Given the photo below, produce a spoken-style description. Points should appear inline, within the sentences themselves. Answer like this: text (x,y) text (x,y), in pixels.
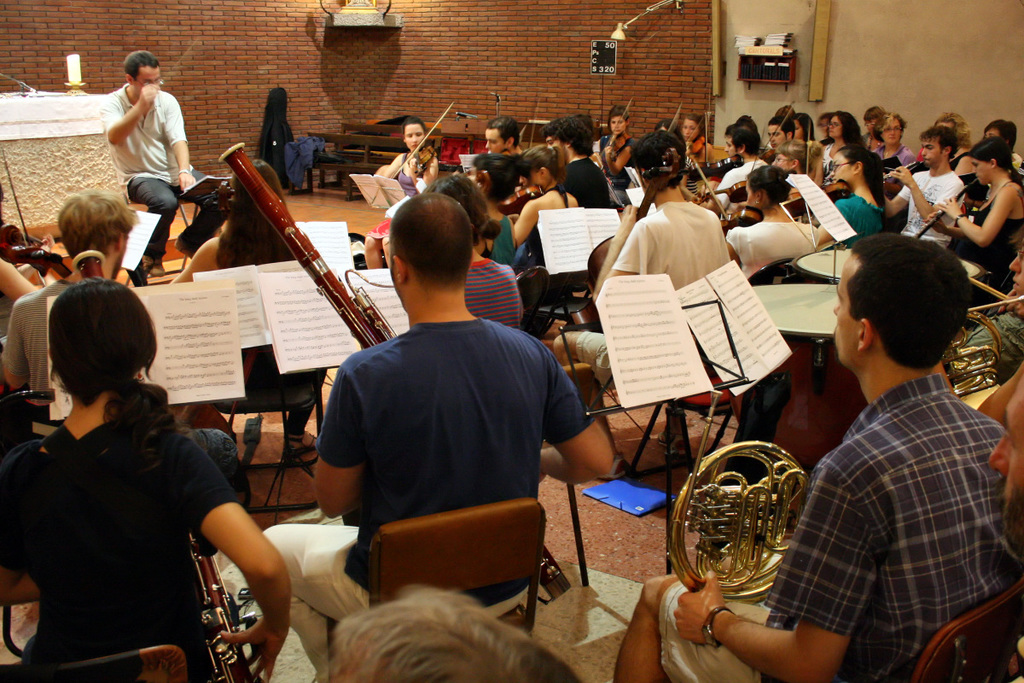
In this picture I can see there are a few people (590,457) sitting on the chairs (469,535) and they are playing musical instruments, they have books (292,345) in front of them and there is a book stand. There is a person (138,122) sitting at the left side (188,133) and in the backdrop (272,48) there is a wall (471,83).
